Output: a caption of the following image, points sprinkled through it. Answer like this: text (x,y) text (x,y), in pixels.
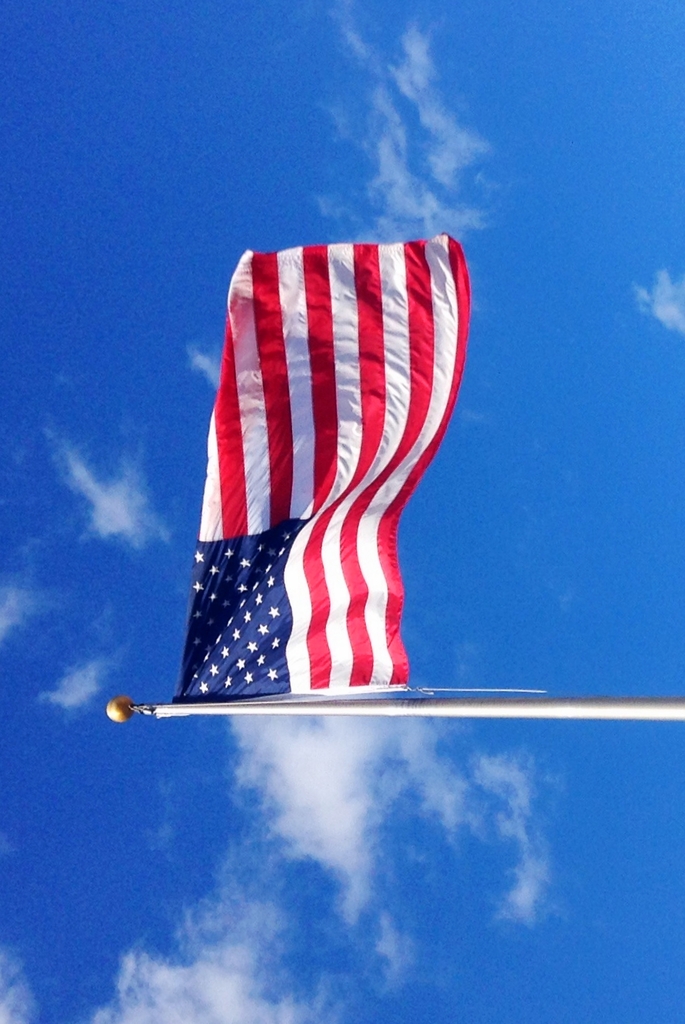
In this image I can see a flag (293,671) attached to the stand (234,705), there is the sky (432,107) visible in the middle (445,668).
